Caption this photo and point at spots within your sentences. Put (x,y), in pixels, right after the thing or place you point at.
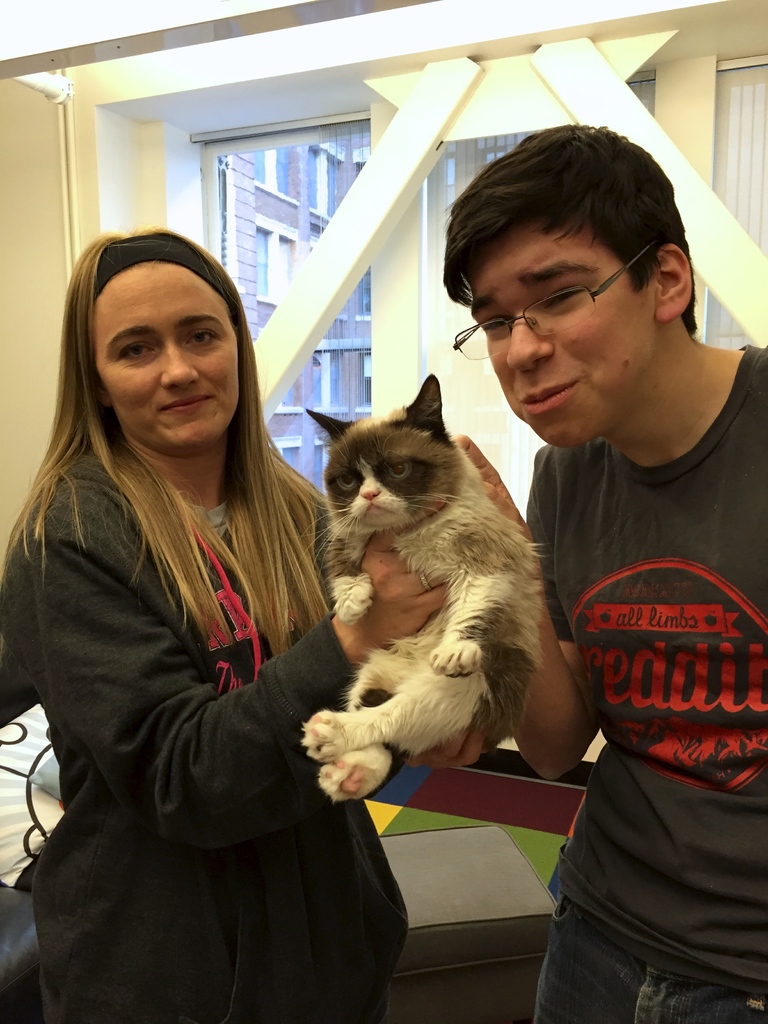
In this picture there is a woman (198,415) and a man (565,595) holding a cat (437,660) and in the backdrop (263,266) there is a window (272,190), wall (126,65), lights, windows (269,244) and there are some buildings (272,208).
